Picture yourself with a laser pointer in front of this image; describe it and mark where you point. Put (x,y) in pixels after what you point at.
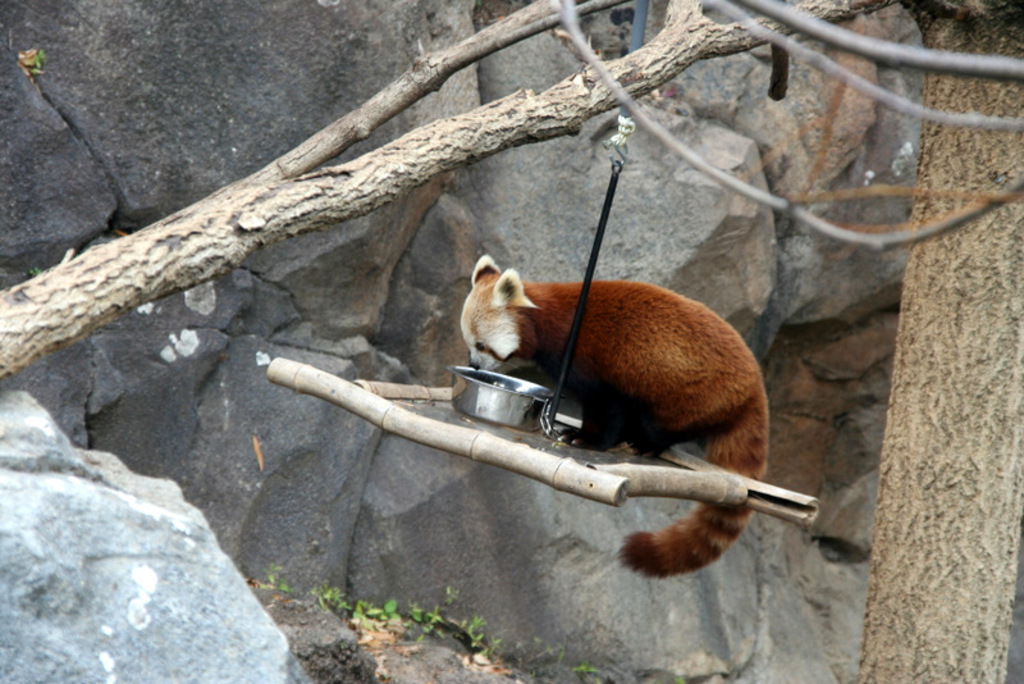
In this image I can see a tree trunk (995,597), few branches (96,247), few sticks (712,469), a red panda (715,312) and a container (476,381). I can also see a black colour belt (565,371) in the centre of the image (577,330) and on the bottom side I can see green colour leaves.
